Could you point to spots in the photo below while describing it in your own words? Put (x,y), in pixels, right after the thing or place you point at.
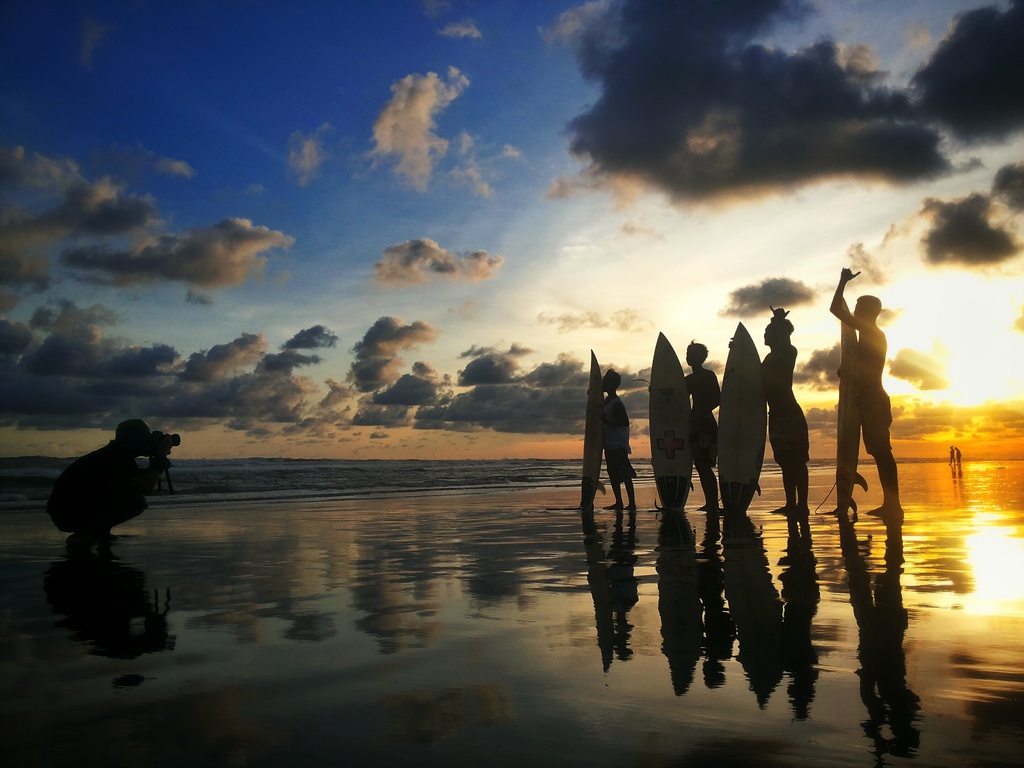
In this image I can see few people (709,385) are standing and holding surfboards (750,431) and another person (135,456) is holding the camera (170,441). Back I can see the water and sky (522,298) is in blue, white, yellow and orange color.
